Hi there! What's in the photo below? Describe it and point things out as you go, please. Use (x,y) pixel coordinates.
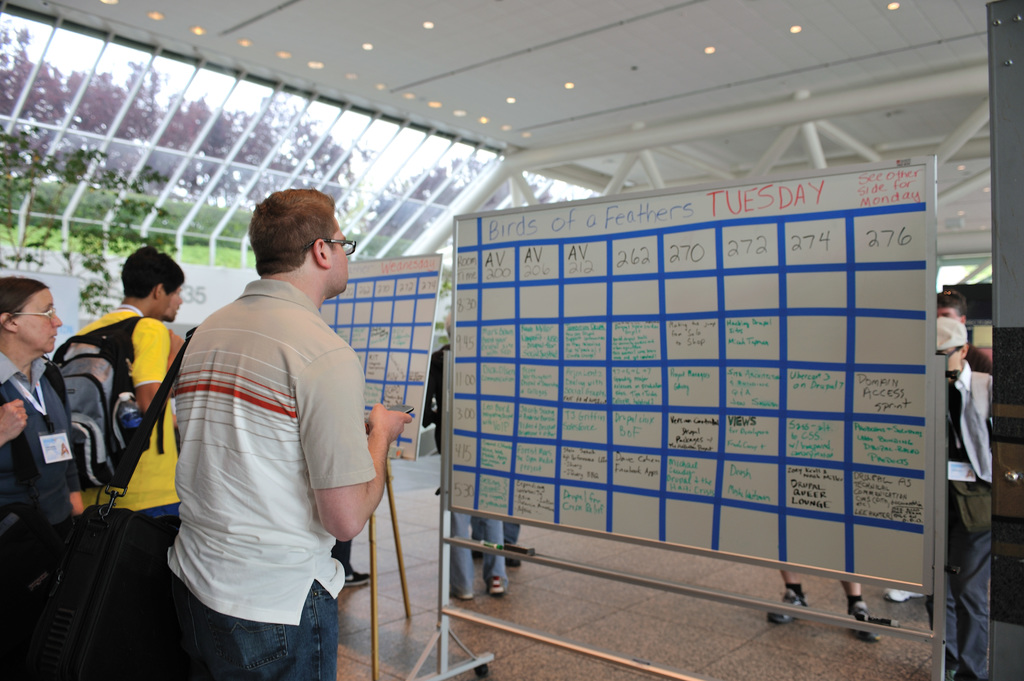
In this image I can see few people (208,585) and few people (127,290) are wearing bags (76,562). In front (335,464) one person (380,410) is holding something and I can see few white boards (854,345). At the top (517,64) I can see few lights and the ceiling (505,82).
